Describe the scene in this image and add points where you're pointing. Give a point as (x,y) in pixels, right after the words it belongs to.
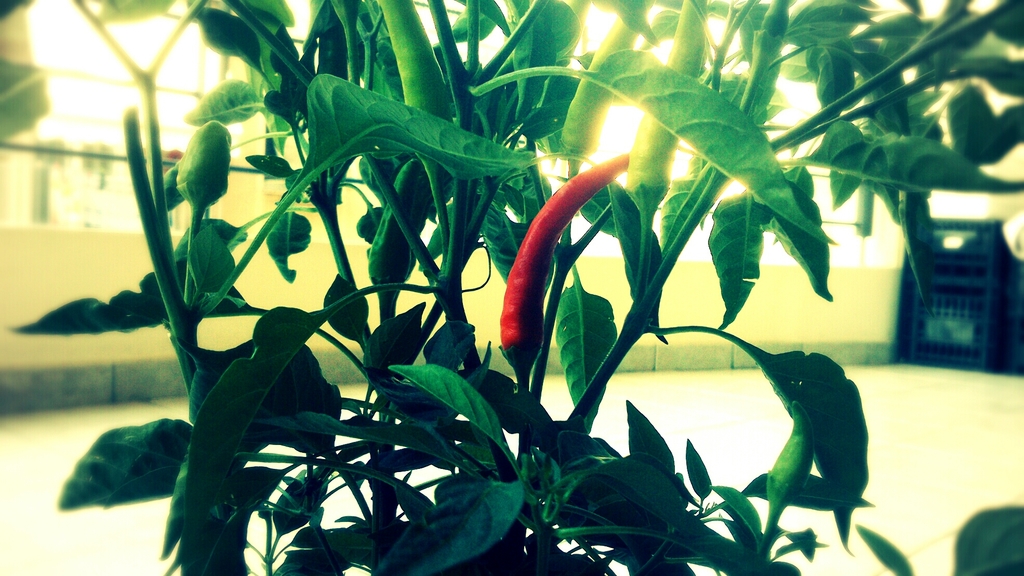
In this picture we can see few chillies (636,180) and a plant (505,410), and we can see blurry background (840,225).
